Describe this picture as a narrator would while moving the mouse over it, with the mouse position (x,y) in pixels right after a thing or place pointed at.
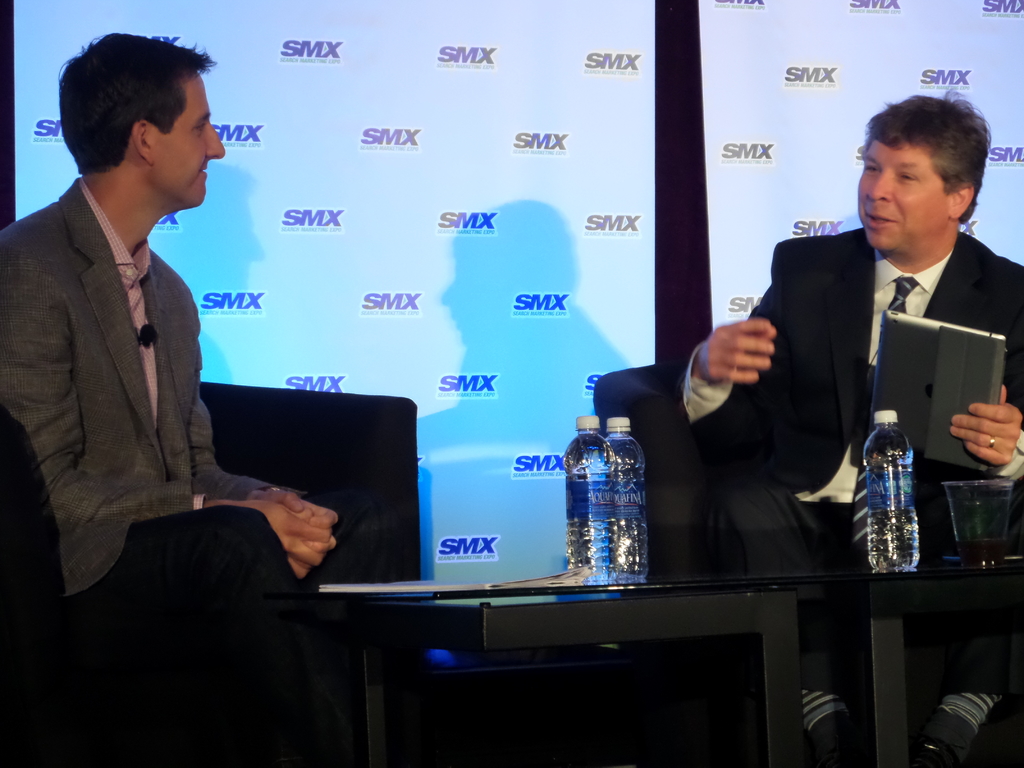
There are two men (709,370) sitting on chairs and this man (865,309) holding a gadget (926,430). We can see bottles (910,487), glass (1004,545) and objects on the table (625,635). In the background (534,535) we can see banners (598,63).
